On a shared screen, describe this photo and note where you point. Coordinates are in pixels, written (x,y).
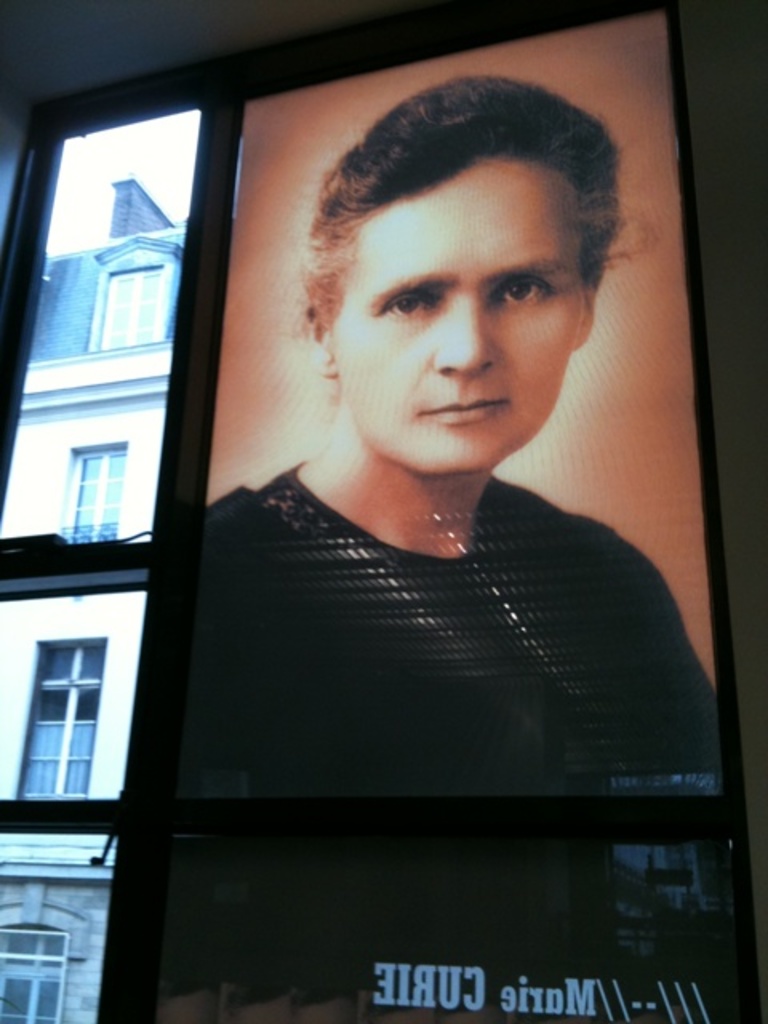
In this picture we can see a poster (410,542) on the window (312,858), in the background (111,664) we can see a building (93,511).
